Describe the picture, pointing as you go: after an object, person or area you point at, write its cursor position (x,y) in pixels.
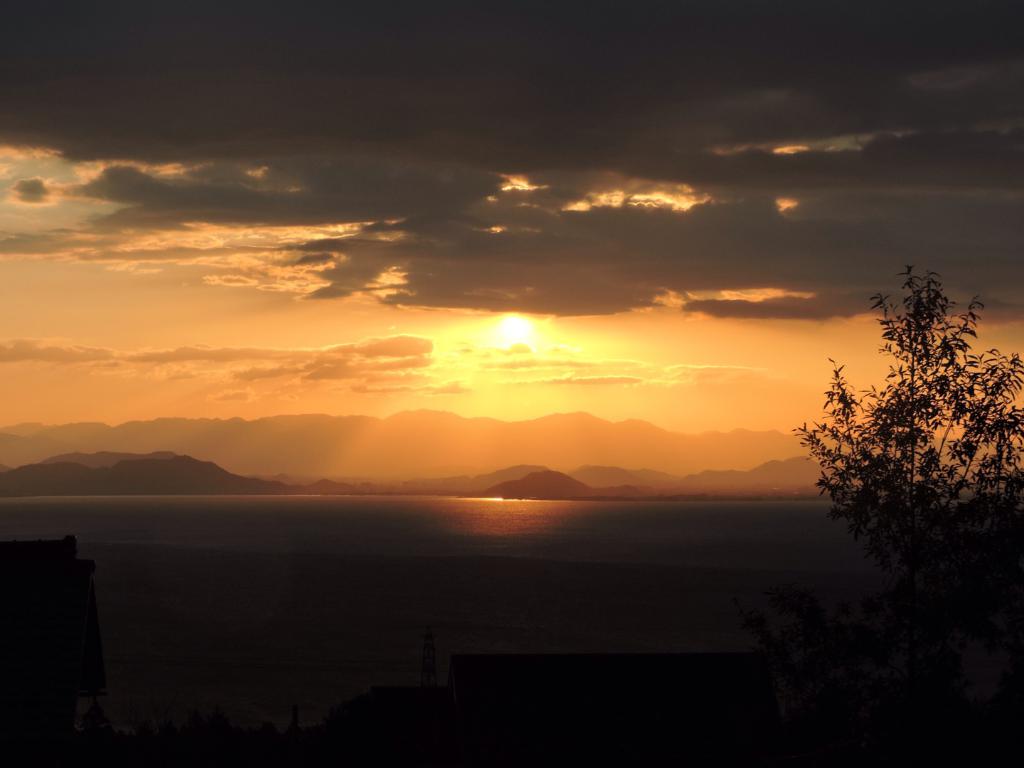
In this image at the bottom (501,533), there are trees (894,525) and water (468,539). In the middle (458,437) there are hills (335,445), sky (289,334), sun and clouds (513,365).
